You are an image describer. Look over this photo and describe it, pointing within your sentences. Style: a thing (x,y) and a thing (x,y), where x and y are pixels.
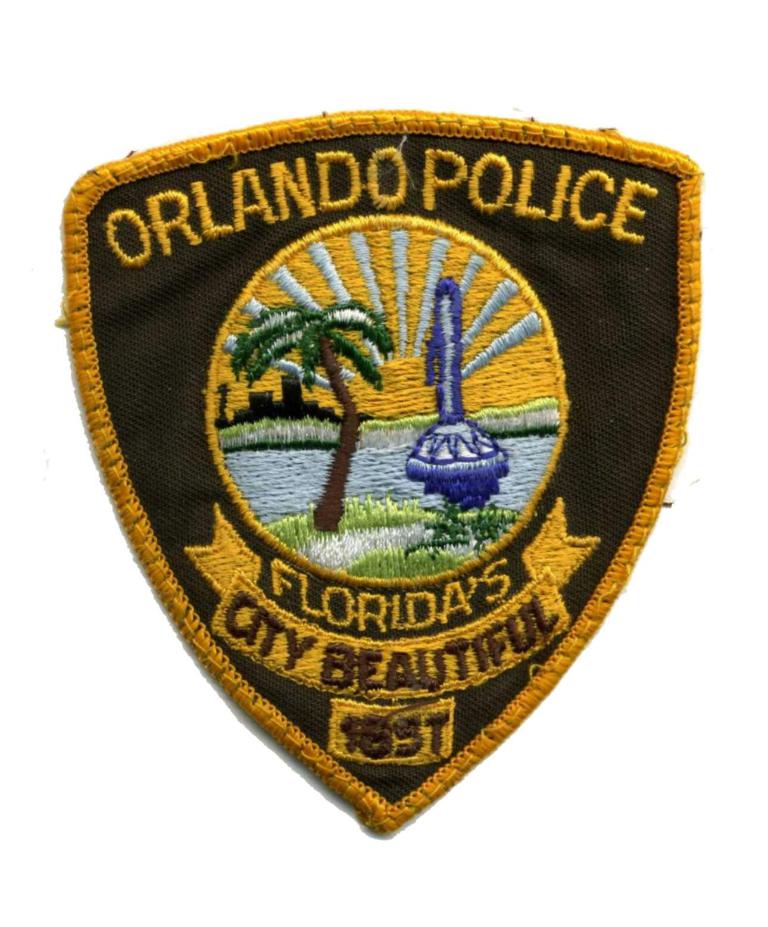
In this image we can see a logo (587,303) with some text (399,675) and pictures (309,369).
